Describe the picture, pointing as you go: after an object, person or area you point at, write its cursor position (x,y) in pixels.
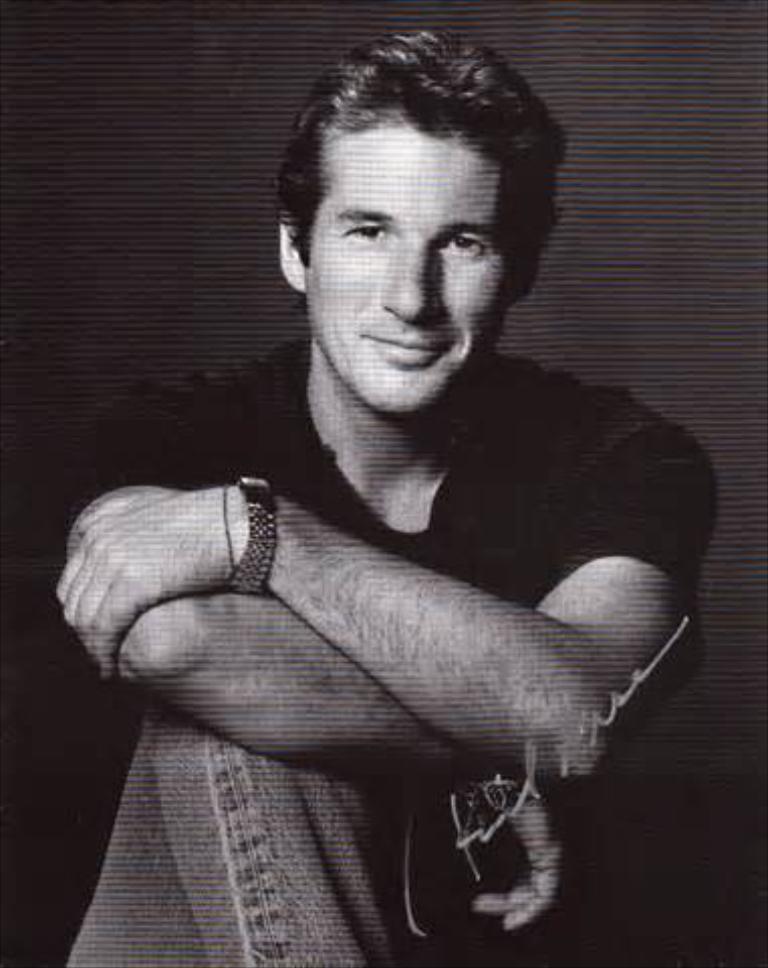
In this image we can see one man (310,609) sitting, some text (409,915) on the image and there is a black background (679,369).
